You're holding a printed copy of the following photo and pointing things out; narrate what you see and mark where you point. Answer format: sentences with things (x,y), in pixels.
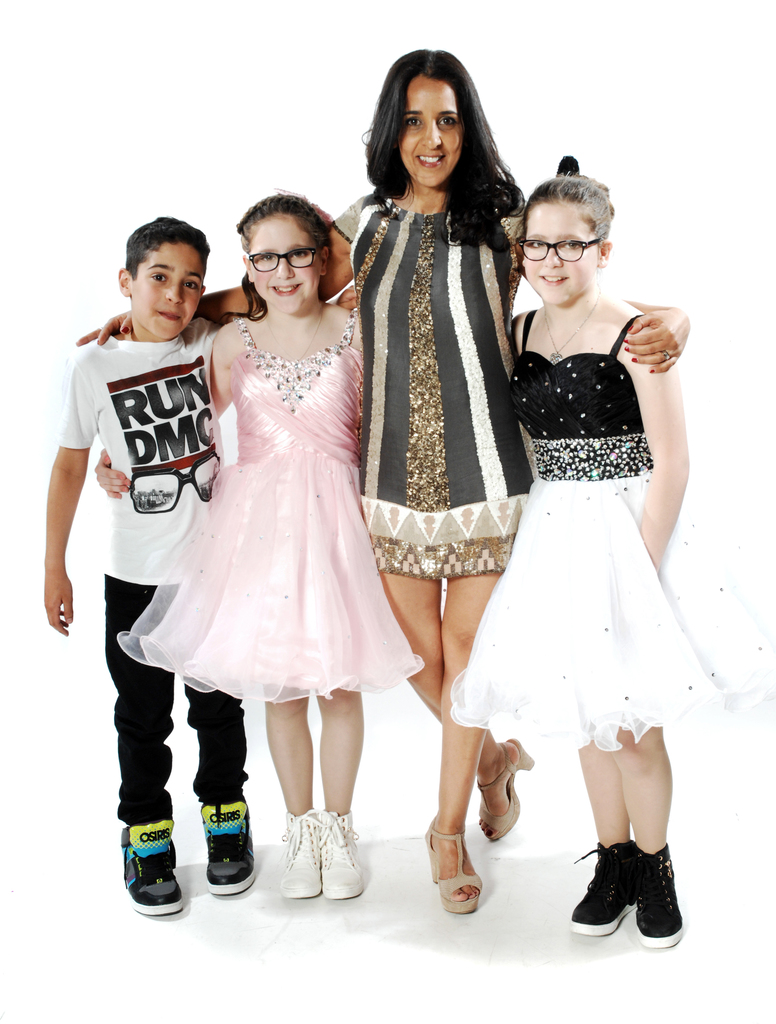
In this image, we can see people (478,98) standing and some are wearing glasses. At the bottom (350,936), there is a floor (373,914).
